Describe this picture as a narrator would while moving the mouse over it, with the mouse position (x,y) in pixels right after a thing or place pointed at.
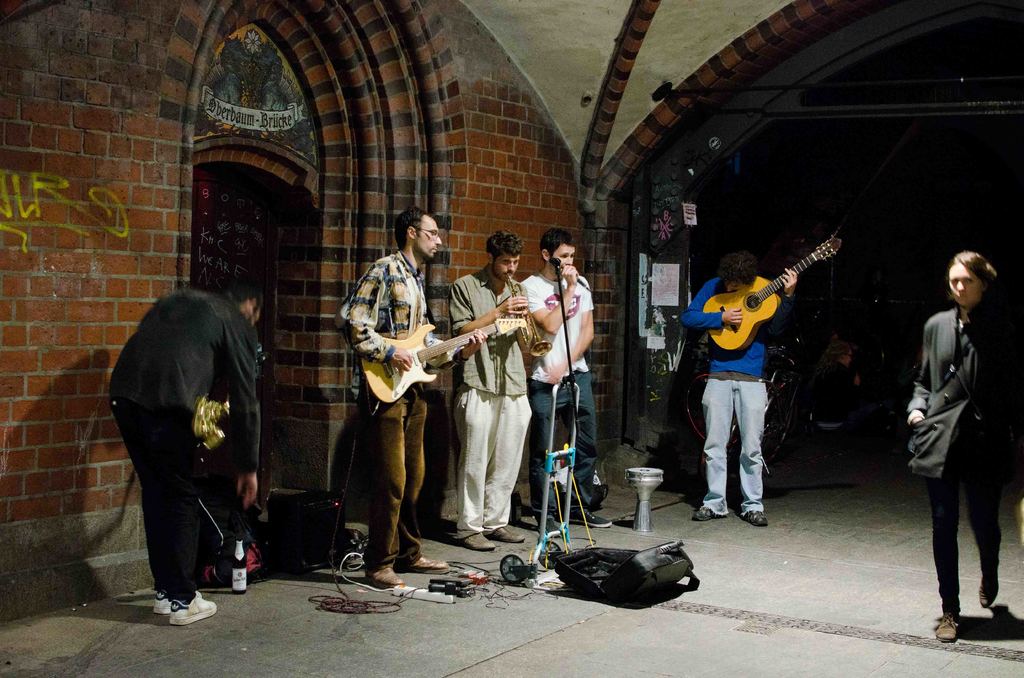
In this image there are six persons (567,423). On the right side (946,353) the woman (933,449) is walking and the man (727,351) is playing a guitar (757,295). There all are standing on the floor (621,616). At the background (198,136) there is a building (238,143) on floor (589,604) there is a bag (596,579) and a bottle (239,569).
